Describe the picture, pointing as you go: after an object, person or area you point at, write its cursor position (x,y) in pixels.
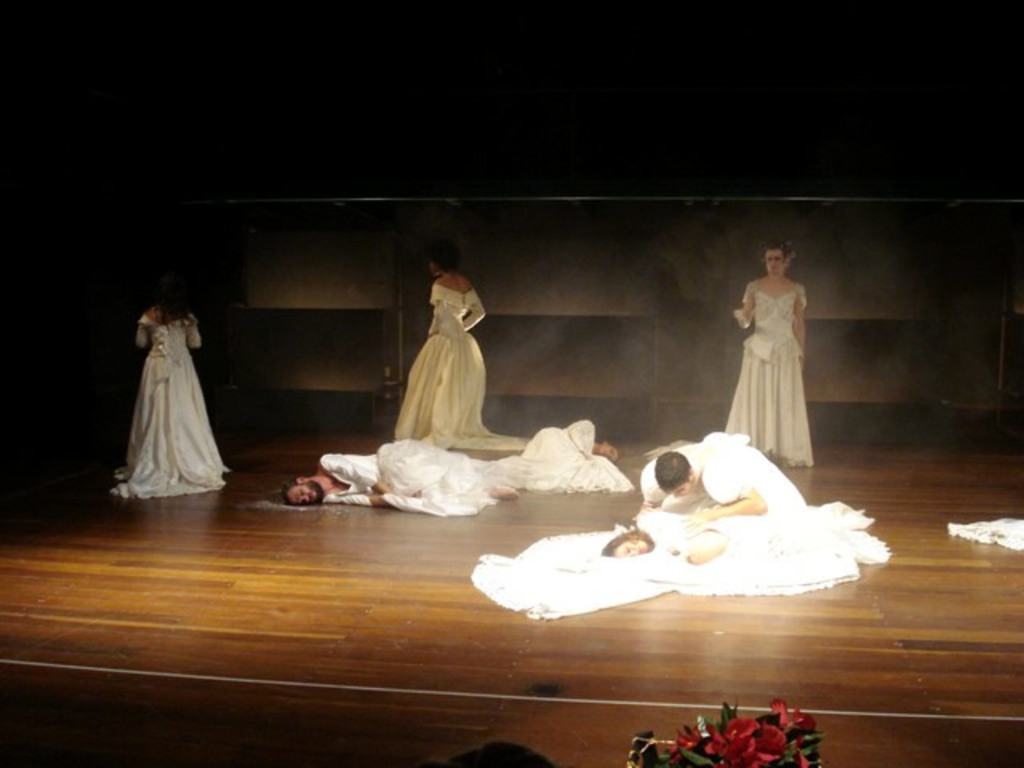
There are three persons (769,590) in white color dresses (360,476) laying on a stage (889,569). A person (713,463) is kneeling down and slightly bending on a stage (842,496). And three persons (144,320) are standing on the stage (850,474). In front of them, there is a flower vase (725,754). And the background (846,113) is dark in color.
